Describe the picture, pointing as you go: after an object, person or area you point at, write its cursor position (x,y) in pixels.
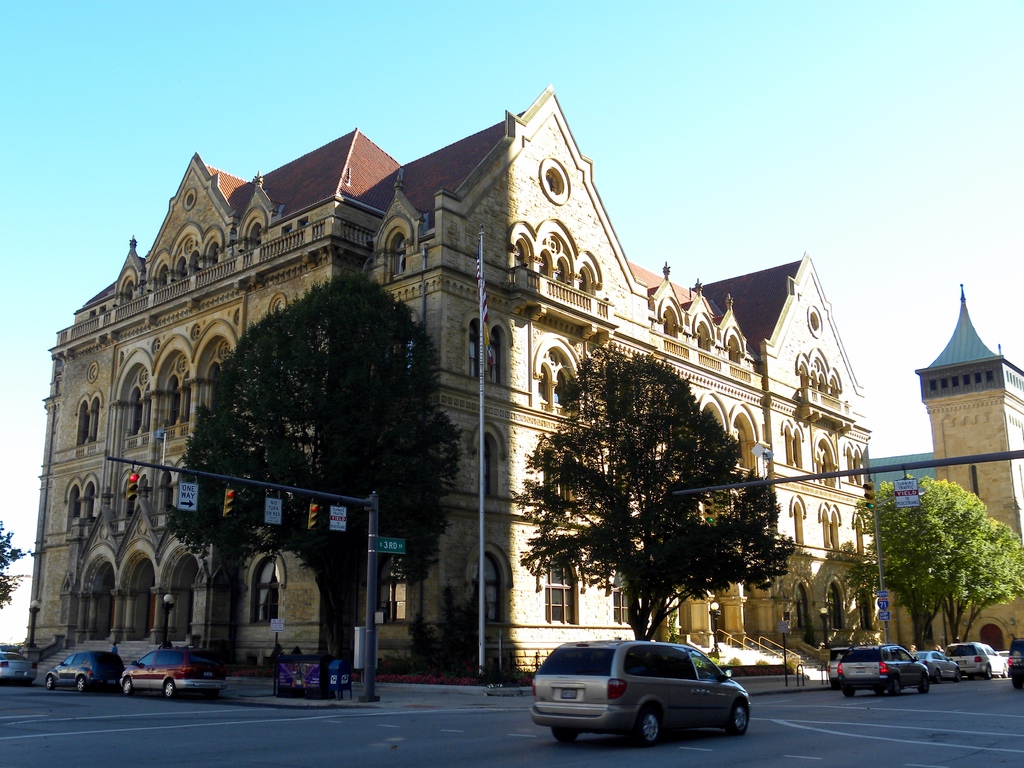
In the background of the image (89,327) there is a building (85,337). There are trees (325,535). In the center of the image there is a road (476,708) on which there are vehicles (571,656). At the top of the image (424,43) there is sky (417,71). There is flag pole (481,247) at the center of the image (477,280).
